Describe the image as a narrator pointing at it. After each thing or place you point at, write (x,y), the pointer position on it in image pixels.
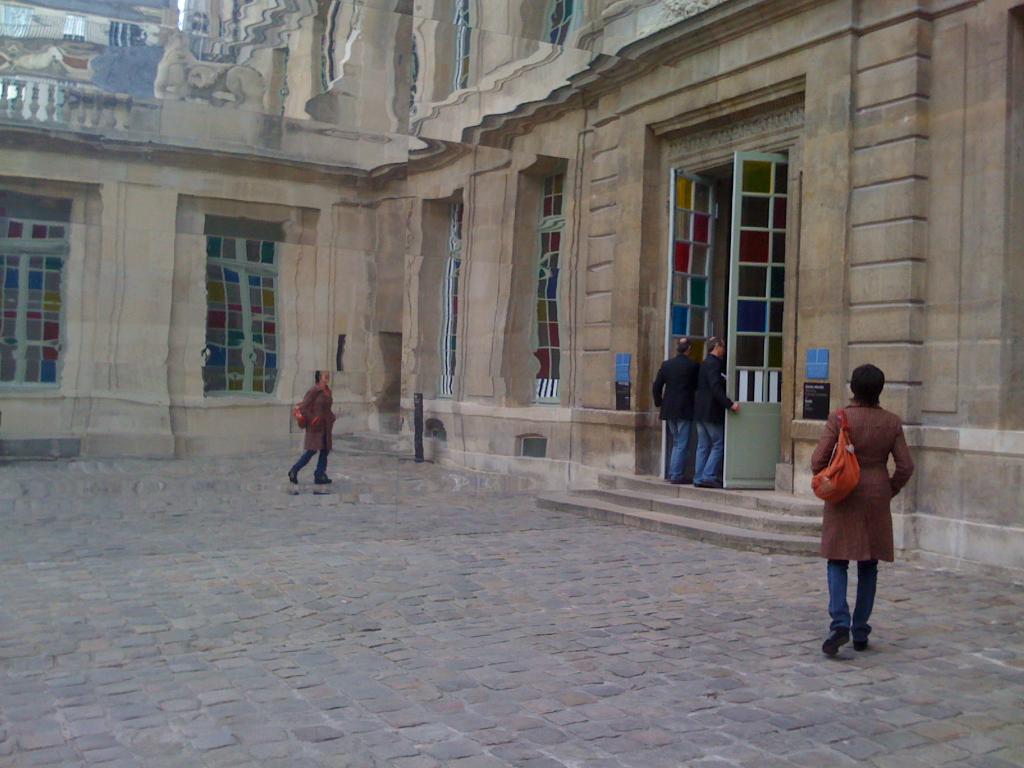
On the right side (857,496) there is a woman (849,505) wearing a bag (840,474) and walking on the floor (810,576) towards the back side (806,588). In front of her there is a building (671,216). There are two doors (757,277) to the wall (819,235). Beside the door (774,368) two men (687,379) are standing. On the left side (115,198) there is a mirror (456,342). In the mirror (396,322), I can see the reflection (464,337) of this building (935,227) and woman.
